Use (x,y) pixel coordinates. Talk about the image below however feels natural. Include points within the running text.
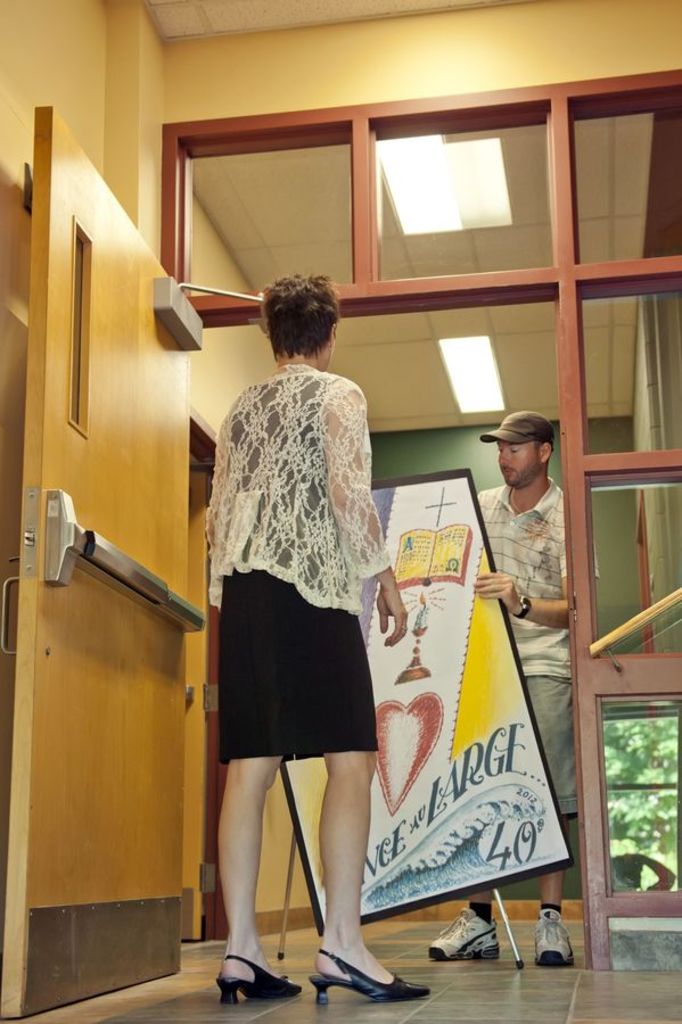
In this picture I can see a man (513,519) and a woman (325,542) standing man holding a board (426,768) in his hand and I can see some pictures (472,648) and text (463,786) on the board (407,758) and man (532,501) wearing a cap (512,435) on his head (529,447) and a few lights (462,159) to the ceiling (525,257) and I can see reflection (675,751) of a tree (642,840) and a human (651,874) in the glass (658,852).
